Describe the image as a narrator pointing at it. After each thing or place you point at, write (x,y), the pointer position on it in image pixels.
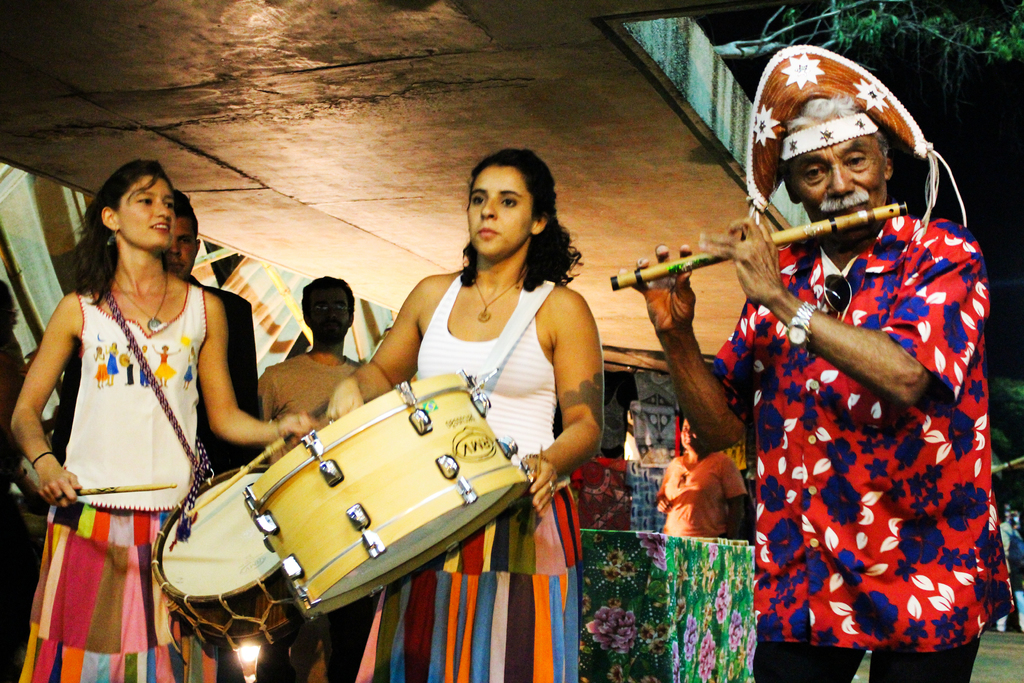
In this image, in the right side (931,644) there is a old man (922,393) standing and he is holding a music instrument (887,215) which is in yellow color, in the middle (597,383) there is a woman (526,407) she is standing and holding a music drum (480,418) which is in yellow color, in the left side (91,423) there is a girl (99,474) standing and she is holding a stick (131,486) which is in yellow color, in the background (284,364) there are some people (312,324) standing, in the top (313,129) there is a yellow color roof (573,58).
